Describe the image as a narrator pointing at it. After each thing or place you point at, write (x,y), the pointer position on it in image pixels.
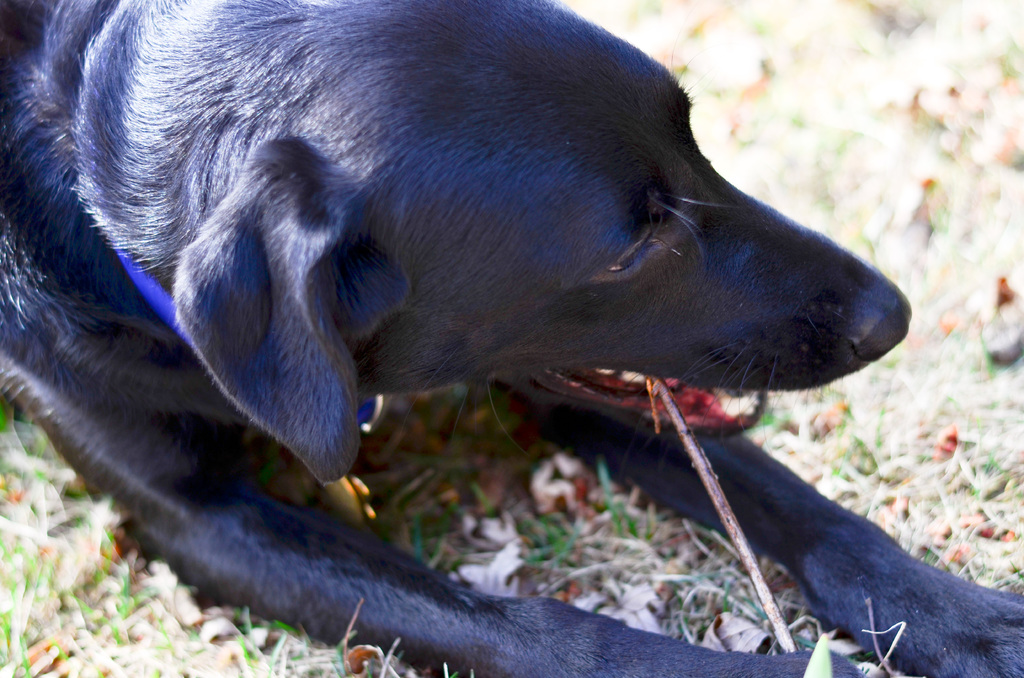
In this image, I can see a black dog (321,471) on the grass (300,499).
